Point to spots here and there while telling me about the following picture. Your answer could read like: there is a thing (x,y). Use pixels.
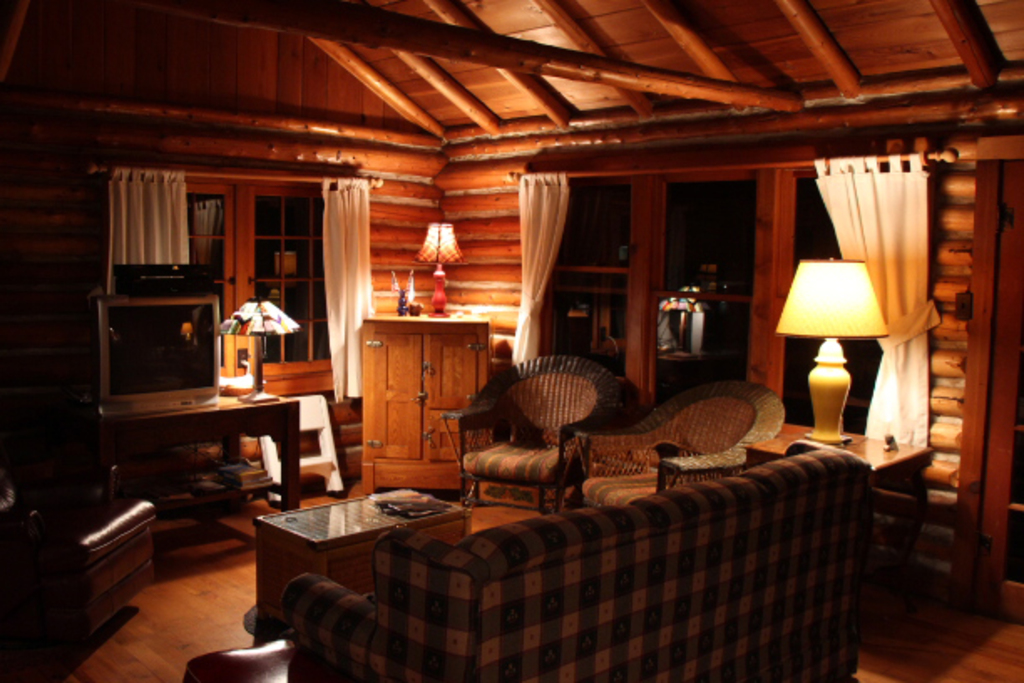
This is looks like a living room (394,478). This is a couch (659,539). These are the two wooden chairs (590,439). This is a teapoy (369,521) with something on it. This is the television (160,371) placed on the table (275,417). These are the lamps (286,322). I can see another big lamp (825,419) placed on the table (901,453) beside the couch (819,477). I can see another chair (102,527) here. This looks like a small wardrobe (418,392). These are the windows (309,255) with curtains (855,222) hanging to the hanger (369,184). This is the wooden rooftop (743,43).
